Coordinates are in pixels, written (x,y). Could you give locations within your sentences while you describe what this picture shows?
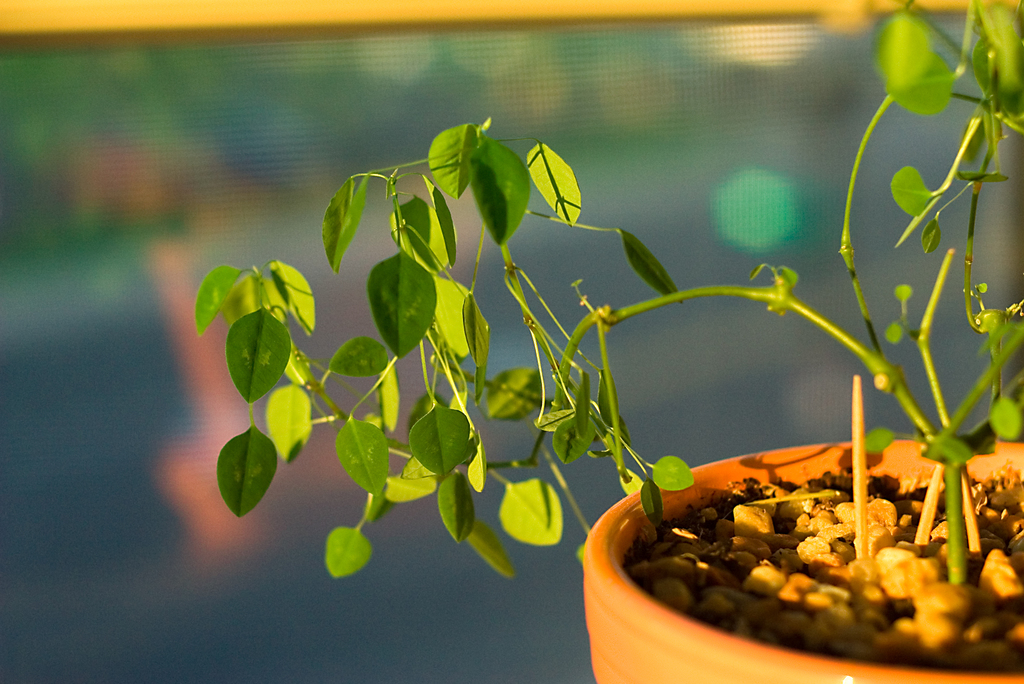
In this image I can see the plant (906,410) in green color and I can also see the pot (826,592) in brown color and I can see the blurred background (134,488).
